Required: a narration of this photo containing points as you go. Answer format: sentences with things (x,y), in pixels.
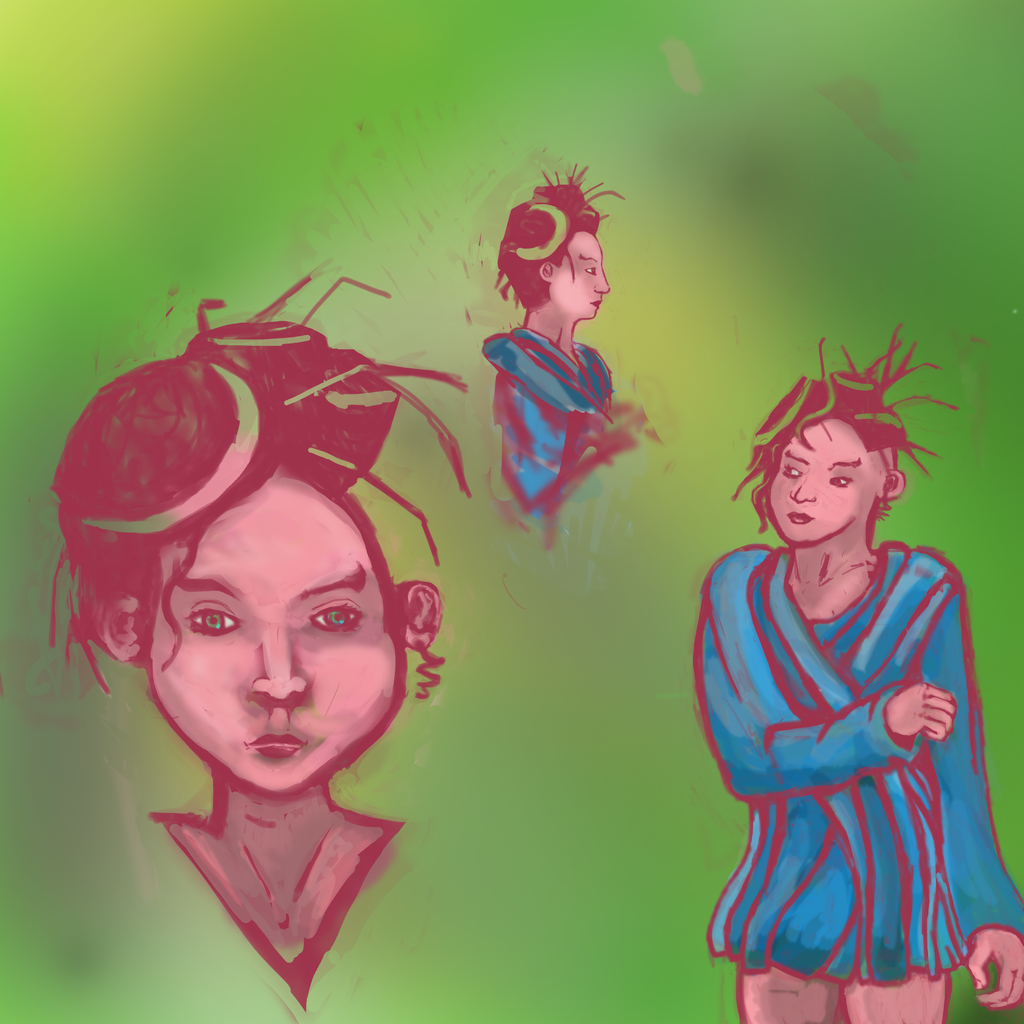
We can see painting (876,892) of people (923,856). In the background (547,104) it is green.
